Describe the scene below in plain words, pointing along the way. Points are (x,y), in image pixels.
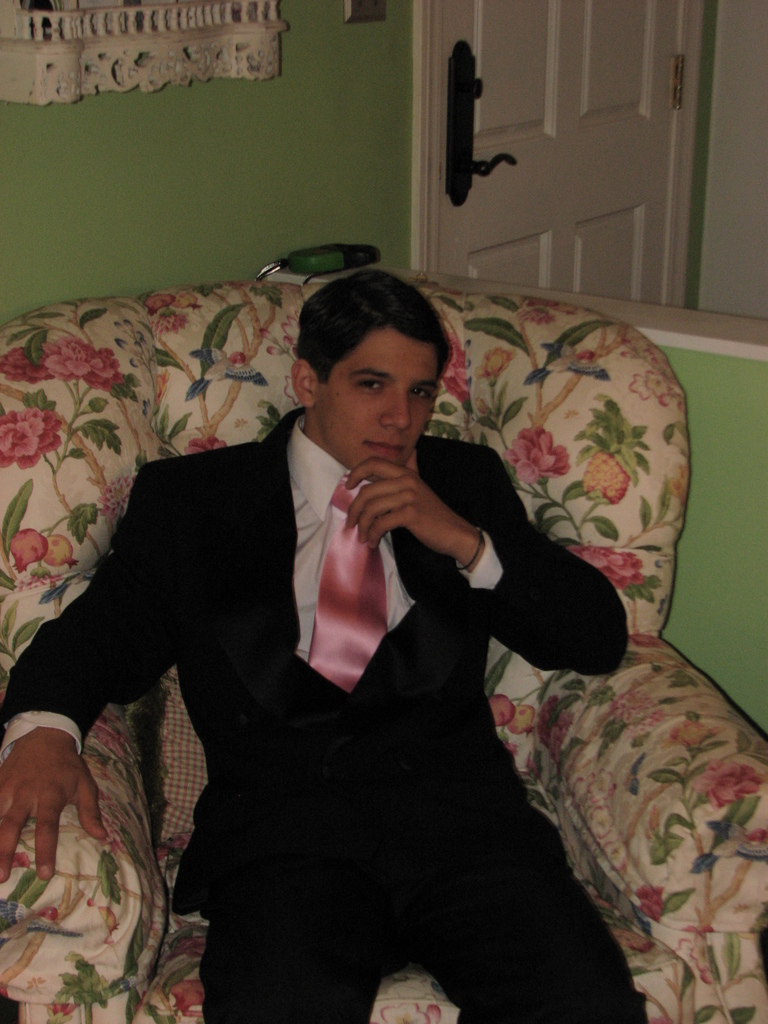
In the center of the image (462,560) a man (502,483) is sitting on a couch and wearing coat (416,779), tie (343,670). In the background of the image (375,52) we can see wall (291,159), door (475,143), handle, object (330,253).
